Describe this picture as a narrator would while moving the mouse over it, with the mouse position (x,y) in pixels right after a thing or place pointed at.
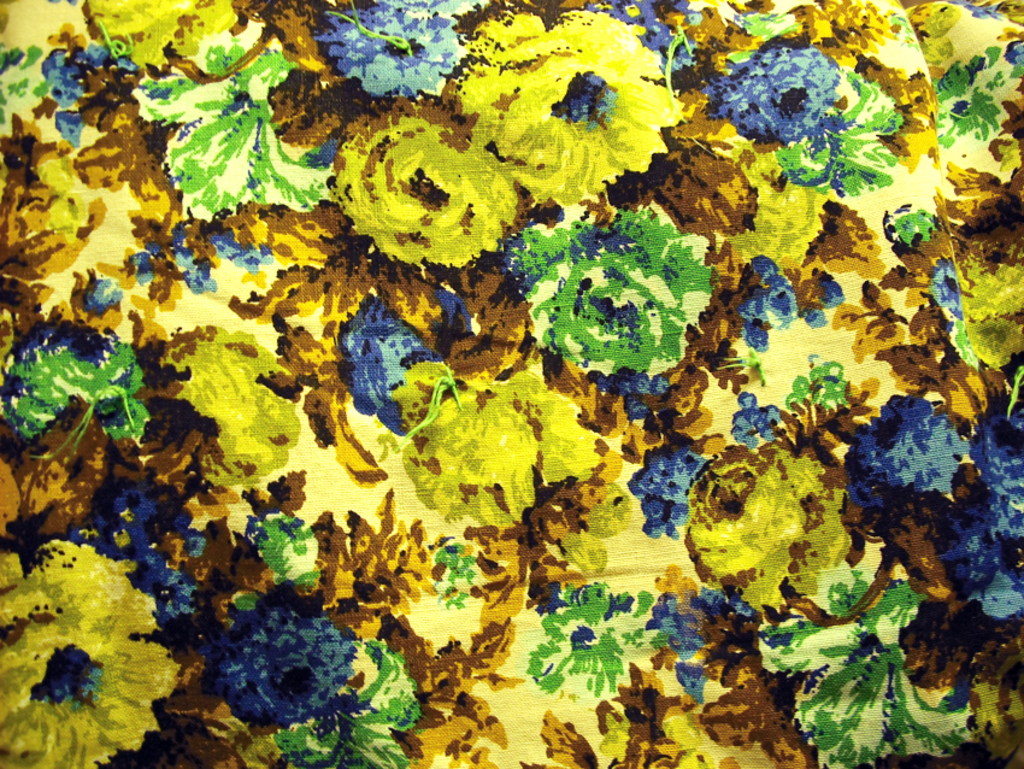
In this image I can see a fabric (470,717).
